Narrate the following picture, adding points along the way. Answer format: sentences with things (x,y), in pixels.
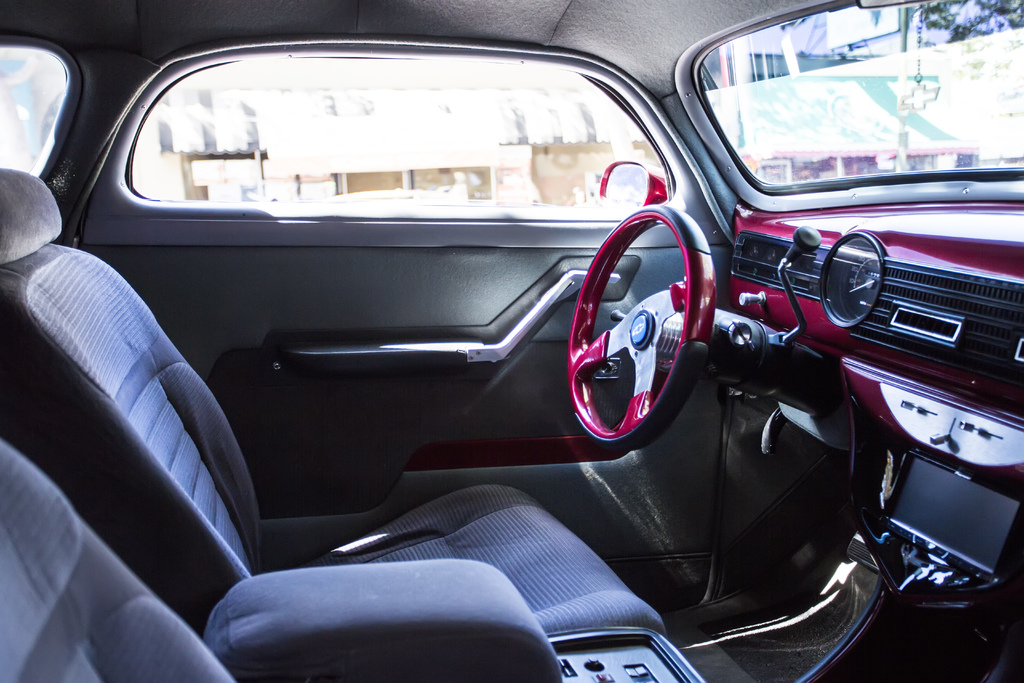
In this image we can see an inside view of a car (939,358). To the right side of the image (872,274) we can see a steering wheel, dials (863,271) and a screen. In the foreground (514,597) we can see two seats (113,408). in the background (631,187), we can see a door (516,374), a mirror (620,203), group of buildings (790,116) and tree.
